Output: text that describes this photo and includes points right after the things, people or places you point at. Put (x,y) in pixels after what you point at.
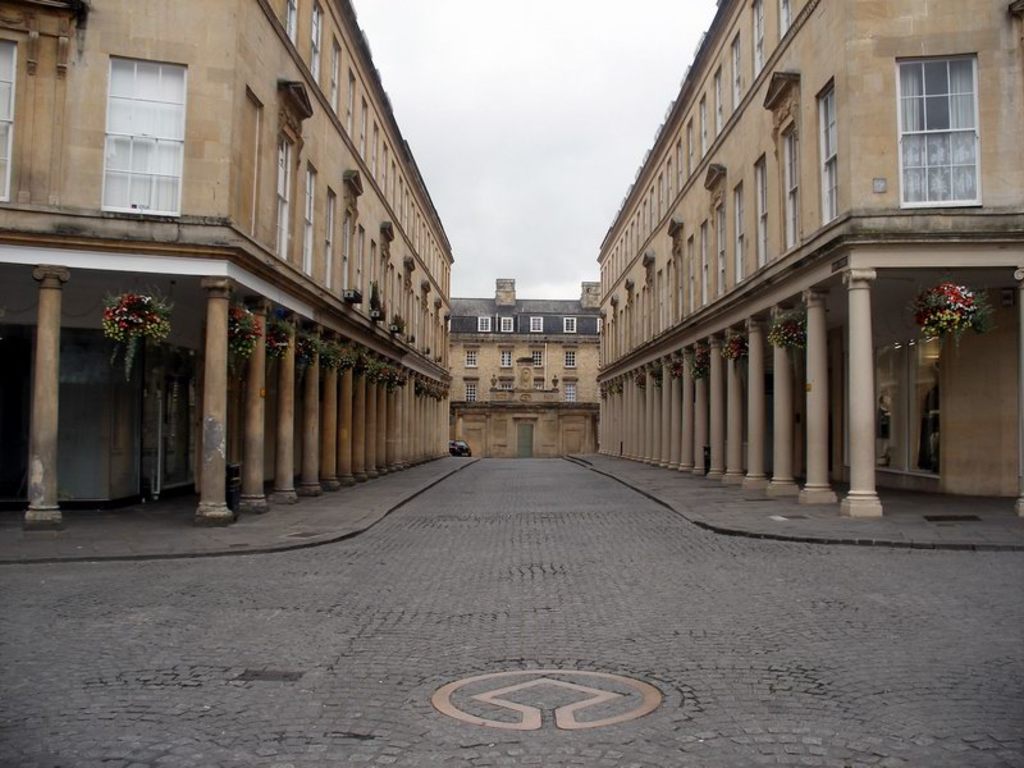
In the image there is a pavement (420,569) and around the pavement (145,739) there are buildings (707,119).
